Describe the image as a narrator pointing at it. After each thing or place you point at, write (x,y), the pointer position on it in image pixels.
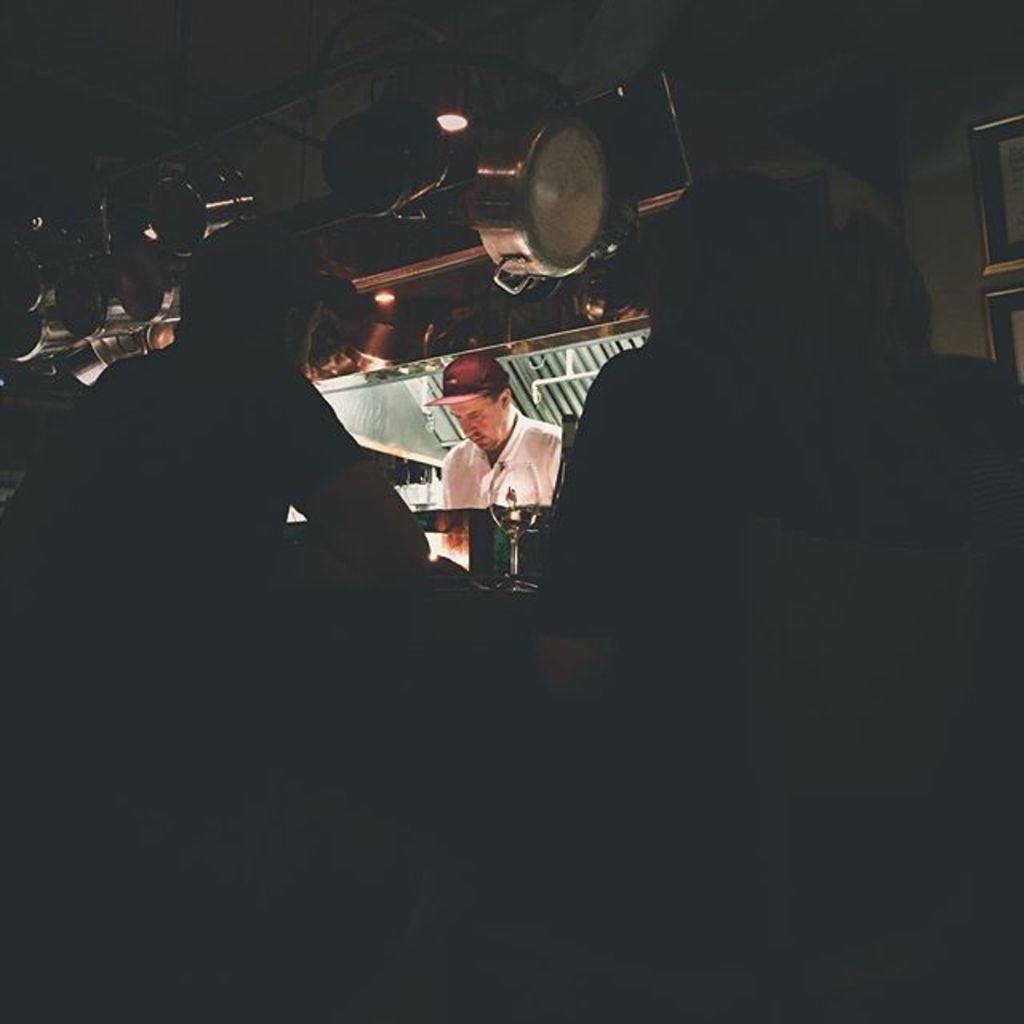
In this image in the front (327,525) there are persons (609,522). In the background (482,498) there is a man (511,469) wearing a white colour shirt (513,446) and red colour hat (456,392). On the top (507,181) there are objects (120,246) which are visible. On the right side (991,266) there are frames (999,261) on the wall (999,284).
